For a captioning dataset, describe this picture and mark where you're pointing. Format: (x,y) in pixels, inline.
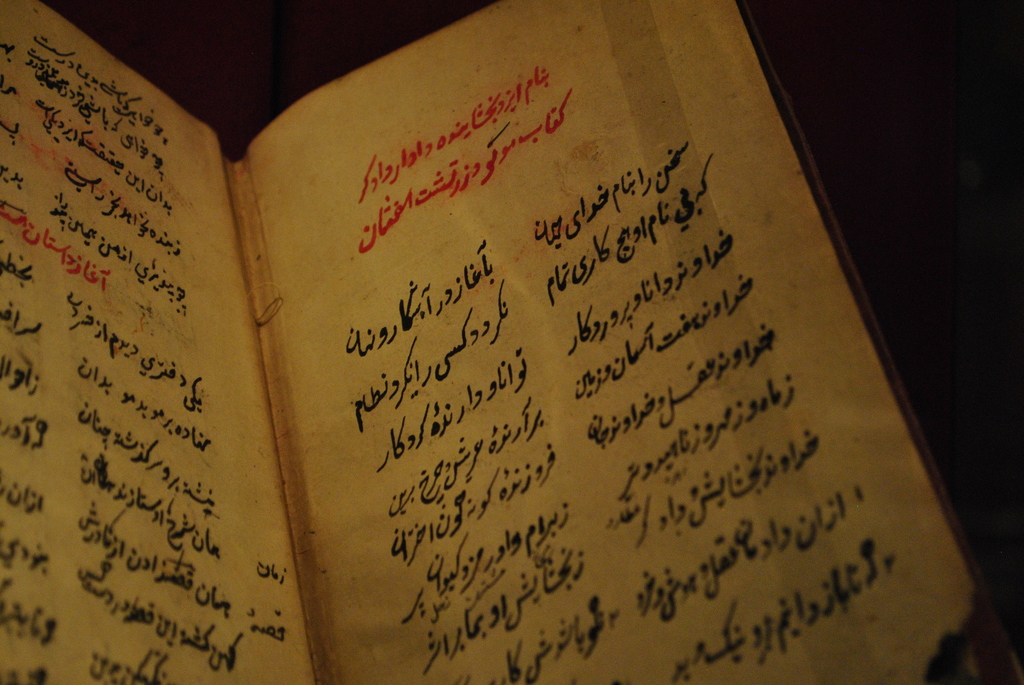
In this image there is an open book (266,321) with some text (383,449) on it.
